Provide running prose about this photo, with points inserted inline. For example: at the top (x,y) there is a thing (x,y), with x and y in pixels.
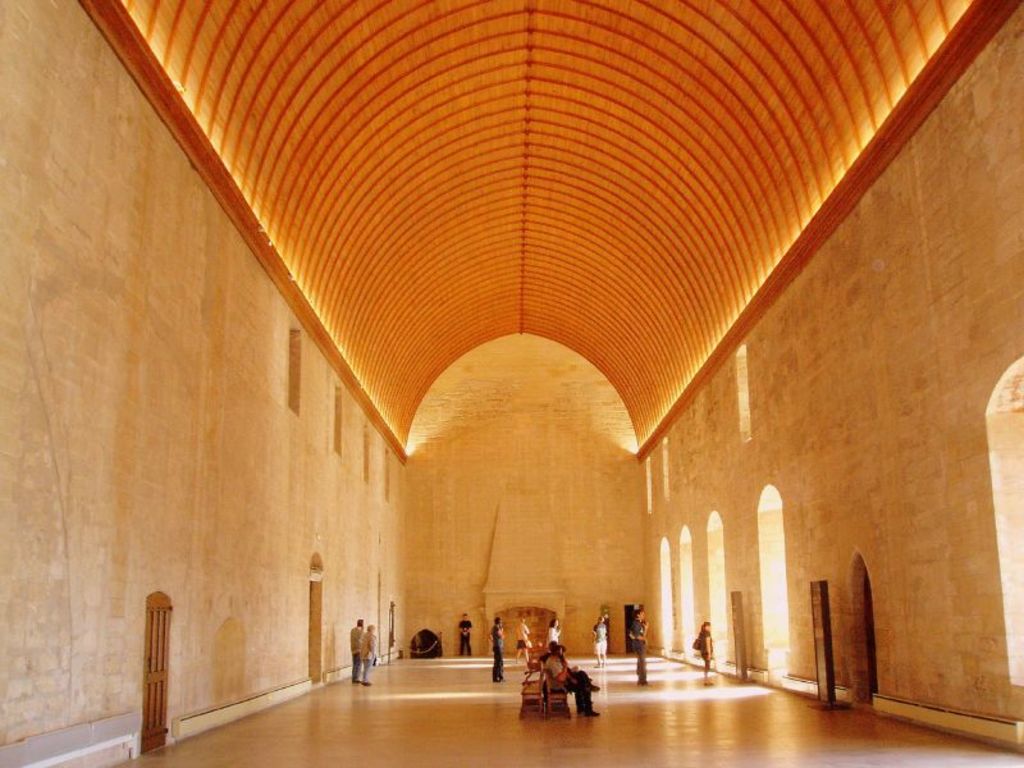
This image is clicked inside a room (612,447). In the center of the room (506,670) there are people (553,671) sitting on the benches (539,666). Behind them there are people (604,625) standing. There are doors (311,636) to the wall (430,615). To the right (761,587) there are arches (687,555) to the wall (809,532). At the top (557,138) there is a ceiling (563,148).
